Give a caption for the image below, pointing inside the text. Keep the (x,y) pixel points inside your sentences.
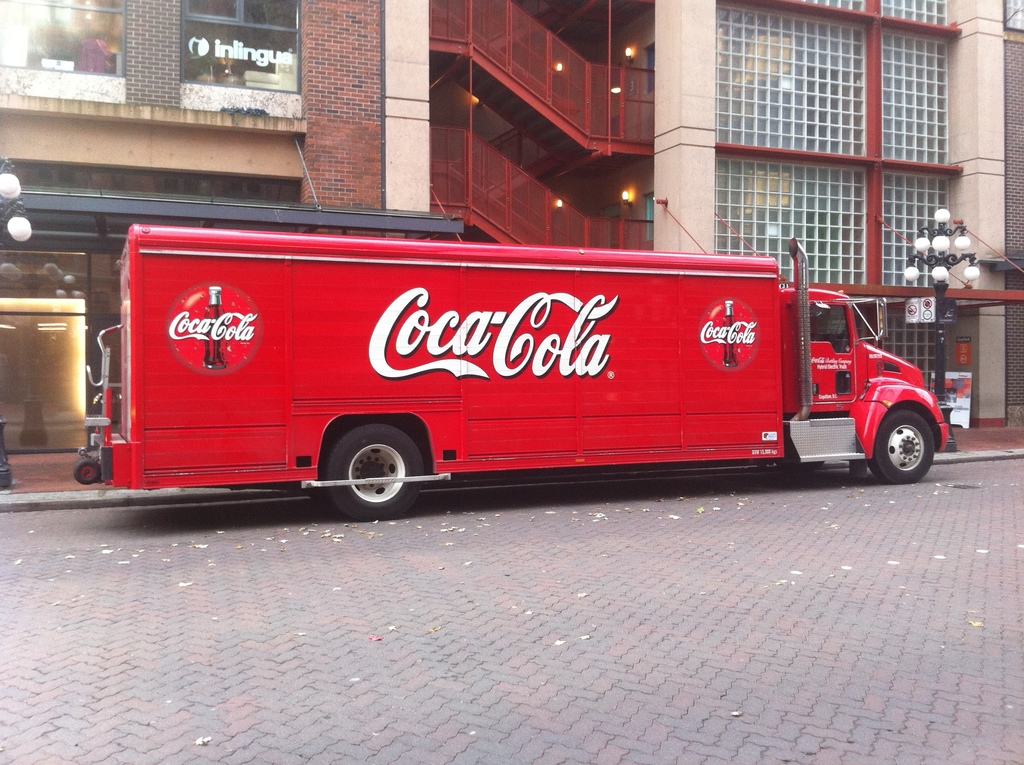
In this image in the center (537,377) there is a van (612,415) which is red in colour and there is some text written on the van (676,375). In the background (161,141) there are buildings (442,93) and there are poles (936,269) and there are staircase (537,138).
